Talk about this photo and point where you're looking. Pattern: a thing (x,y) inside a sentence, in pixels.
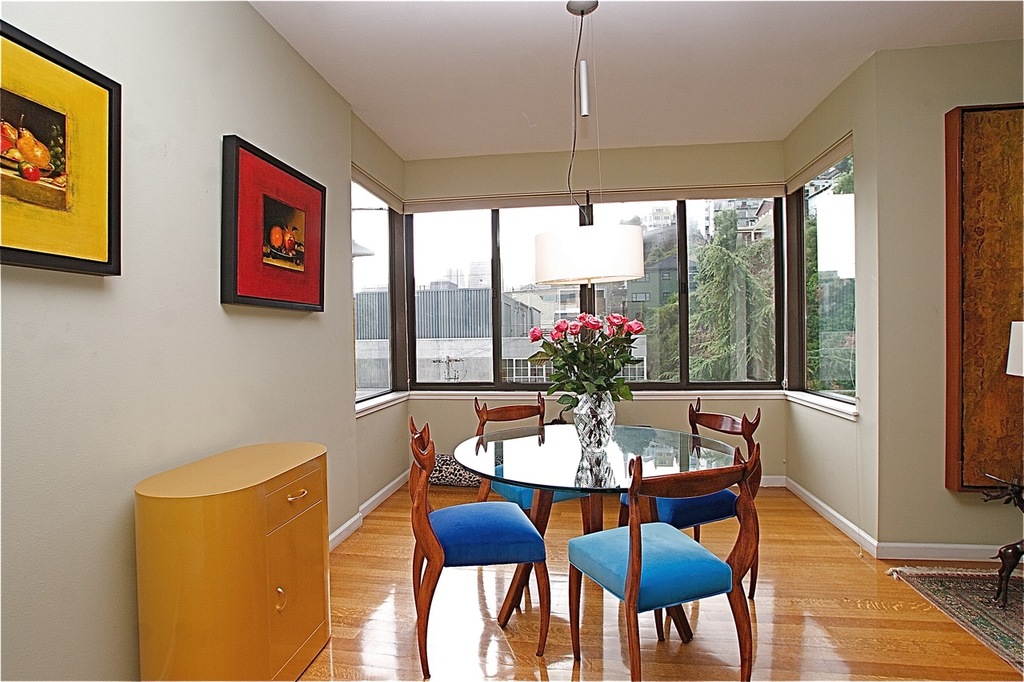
In the image in the center (559,445) we can see few chairs (497,533) around the table (593,478). On table (559,459), we can see vase (596,419) and flowers (640,328). In the background (339,264) we can see wall (1016,93), roof (741,9), light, table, drawer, cupboards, carpet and glass window (721,331). Through glass window (373,317), we can see sky (508,277), clouds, buildings (439,325), wall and trees (732,367).
